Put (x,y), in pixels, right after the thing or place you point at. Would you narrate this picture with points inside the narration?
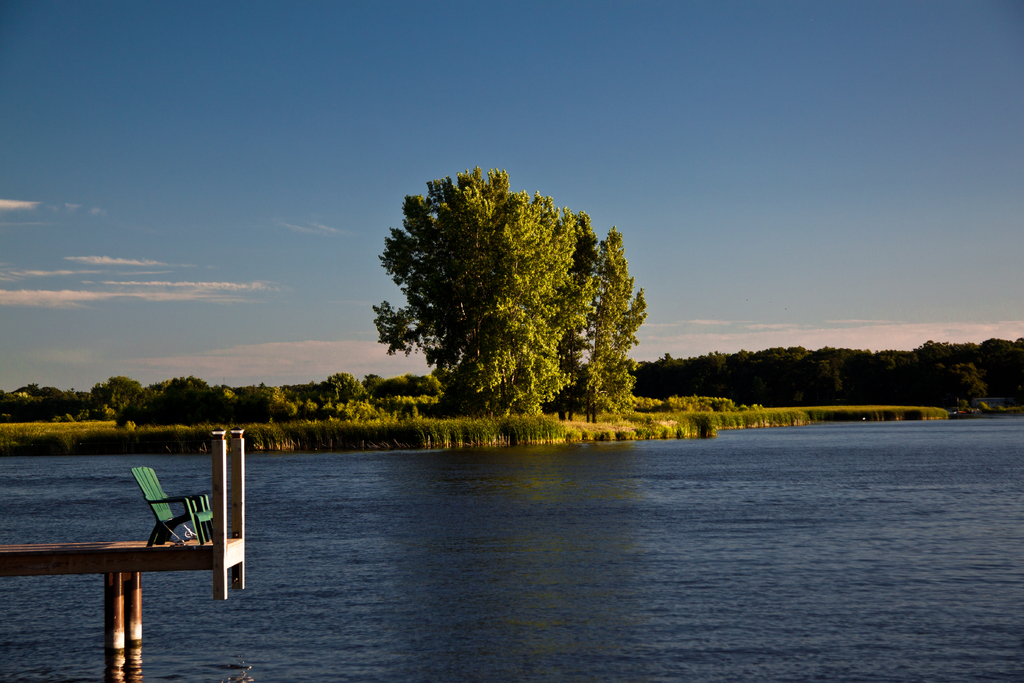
In this image, I can see water (649,534), trees (604,400) and plants (659,419). At the bottom left side of the image (146,493), there is a chair (202,507) on a pathway (140,567). In the background (164,300), I can see the sky (670,302).
